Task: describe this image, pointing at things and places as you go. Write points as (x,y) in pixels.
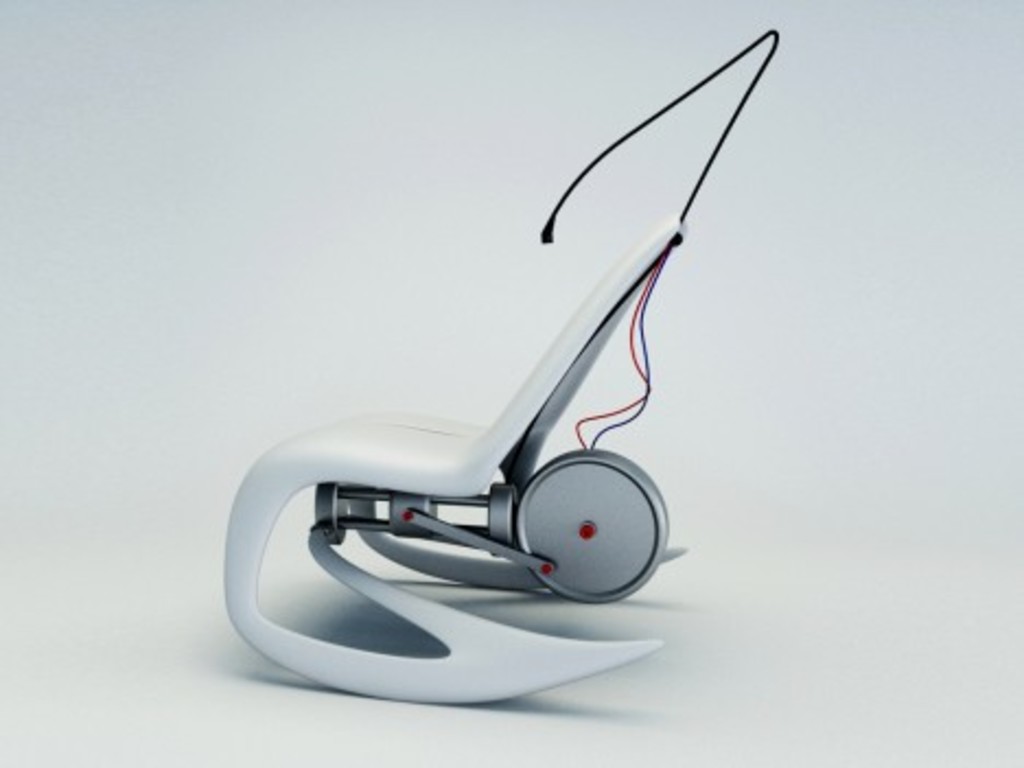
In this image there is an object (472,622). It seems to be a chair (434,611). Below the chair (439,492) there is a machine (598,509) attached to it. The background (487,16) is white.
